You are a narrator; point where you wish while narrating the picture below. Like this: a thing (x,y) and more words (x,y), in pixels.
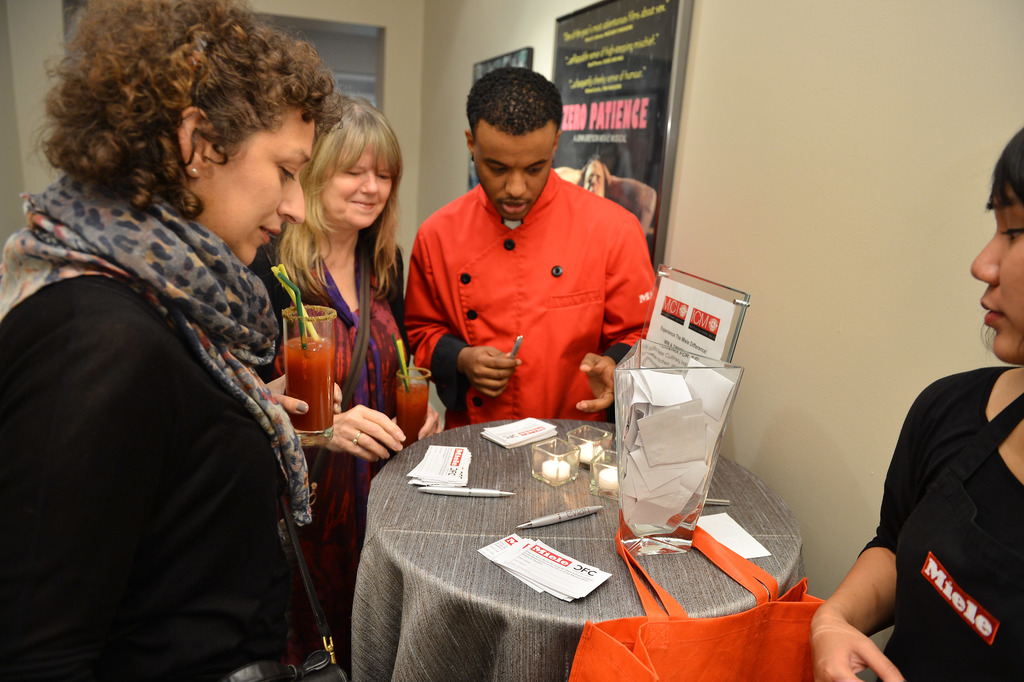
In this image there are four people (323,240). In the left side of the image (34,322) there is a woman (9,588) standing and looking at table (511,458). In the right side of the image (1018,194) a girl (1018,194) is standing. In the middle of the image (440,439) there is a table (707,595) on which papers (422,467), pens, candles (553,457) and candle holders (611,456) are present. At the background (612,184) there are two boards (621,156) with a text (607,104) on it which were hanged to a wall (430,40) and two persons (289,259) are standing, one holding a juice glass (415,384).
